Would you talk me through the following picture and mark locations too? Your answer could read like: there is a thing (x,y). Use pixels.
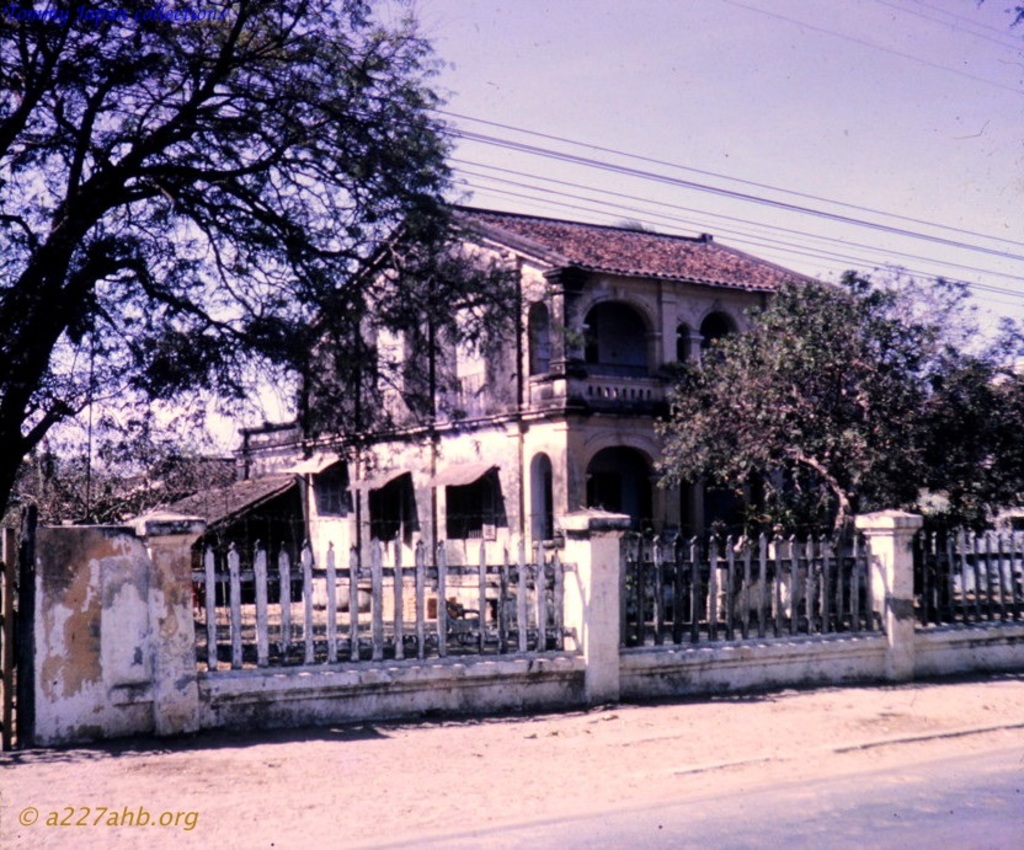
In this image we can see a house (419,415) with windows (469,381) and a roof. We can also see a group of trees (687,405), a fence (627,589), pillars (553,346), the road (829,800), some wires (854,261) and the sky (772,100) which looks cloudy.
